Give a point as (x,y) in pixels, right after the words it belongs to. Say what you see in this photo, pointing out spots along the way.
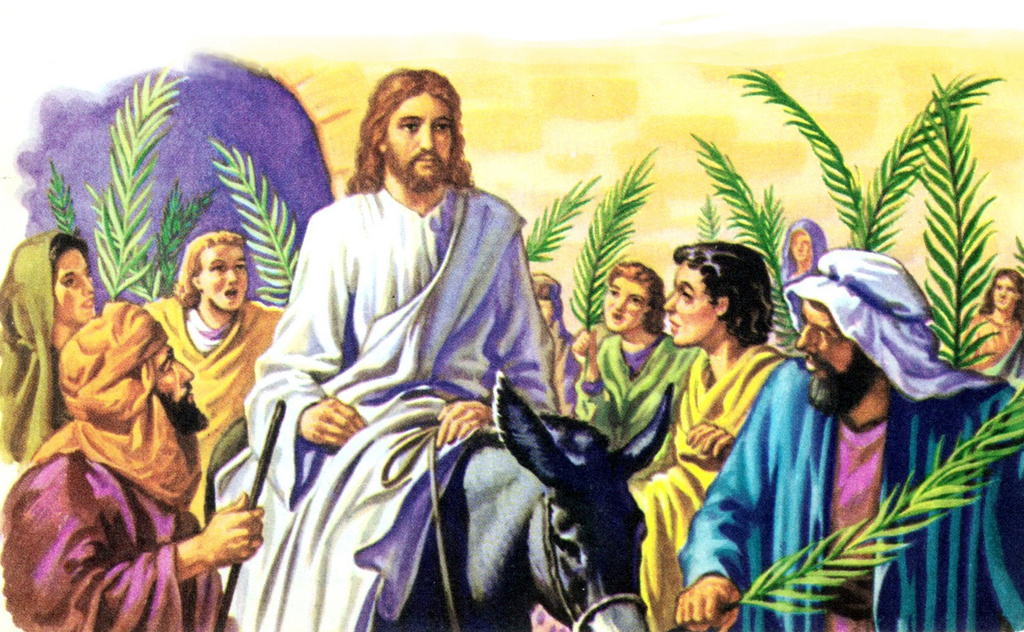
There is a poster (674,339) having a painting (931,366). In which, there is a person (373,232) in white color dress (380,318), sitting on a donkey (519,514). Around him, there are persons (122,313) standing. Some of them are holding leaves (809,569). In the background (754,129), there are clouds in the sky (510,186).
